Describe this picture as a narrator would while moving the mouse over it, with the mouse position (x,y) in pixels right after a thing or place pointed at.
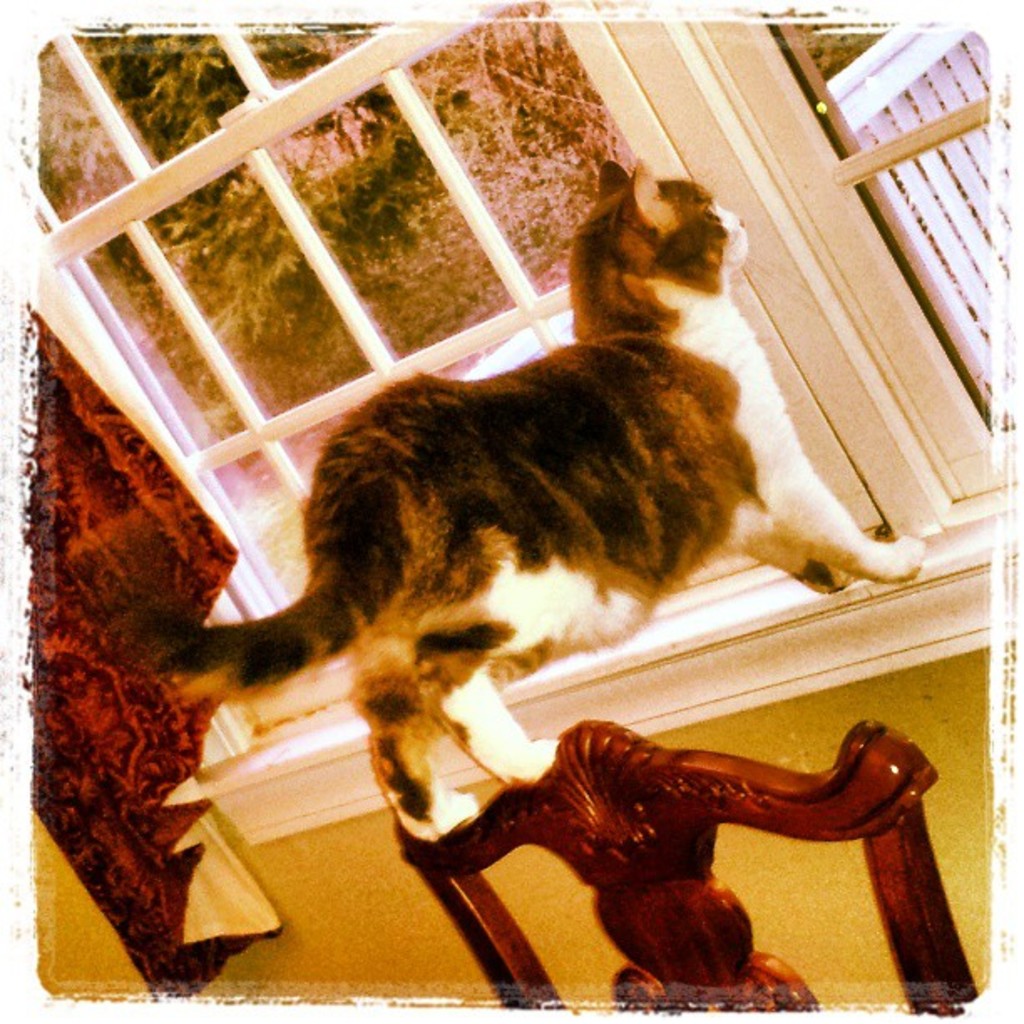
In this image, we can see a cat (529,431) standing on the wooden object (600,807) and glass window (762,570). On the left side of the image (169,761), there is a curtain (148,771). At the bottom of the image (373,868), there is a wall (381,910). Through the glasses (235,482), we can see railing (921,126) and plants (405,229).
